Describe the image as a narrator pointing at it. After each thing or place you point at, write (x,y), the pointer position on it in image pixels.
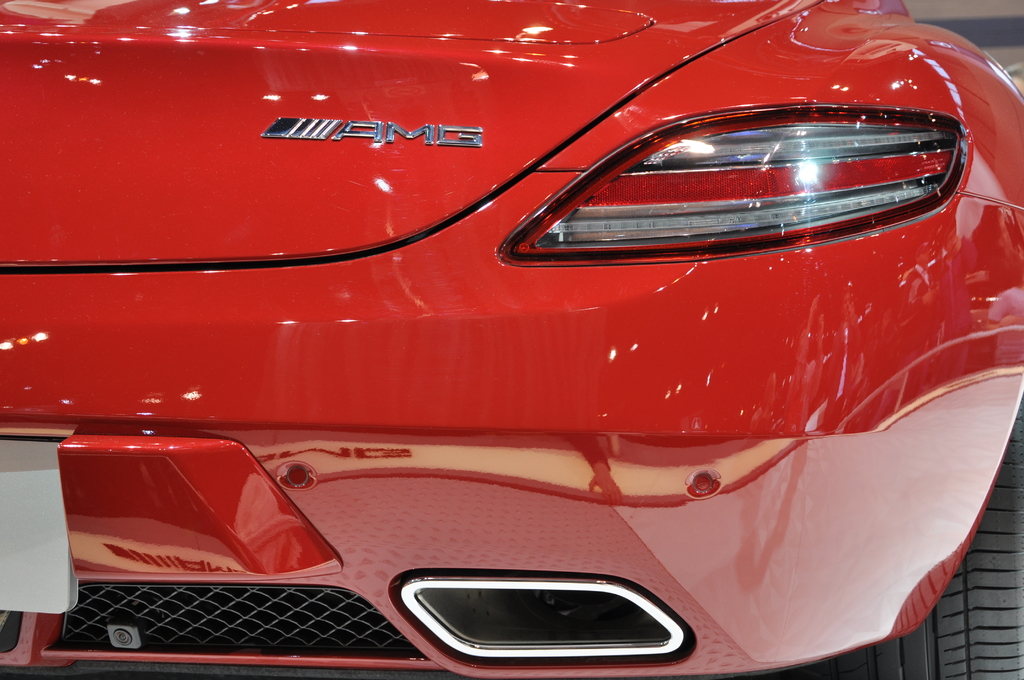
This is a zoom in picture of a car (370,157) as we can see there is a logo (464,135) on the top of this image (448,143) and there is a taillight (634,207) on the right side of this image (814,187).
